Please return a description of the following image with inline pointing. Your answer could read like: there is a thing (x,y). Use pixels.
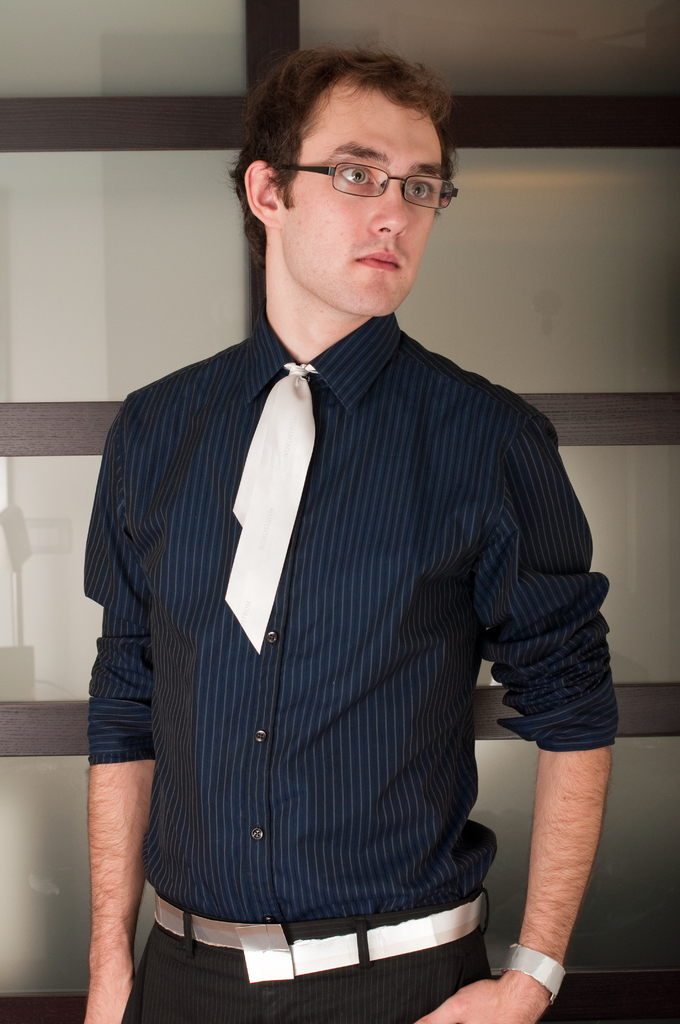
In this image we can see a person (319,655) wearing blue color shirt (353,687), black color pant (222,978) and wearing a tie (298,388) also spectacles (451,191) and at the background of the image (119,147) there is glass door (607,962).
